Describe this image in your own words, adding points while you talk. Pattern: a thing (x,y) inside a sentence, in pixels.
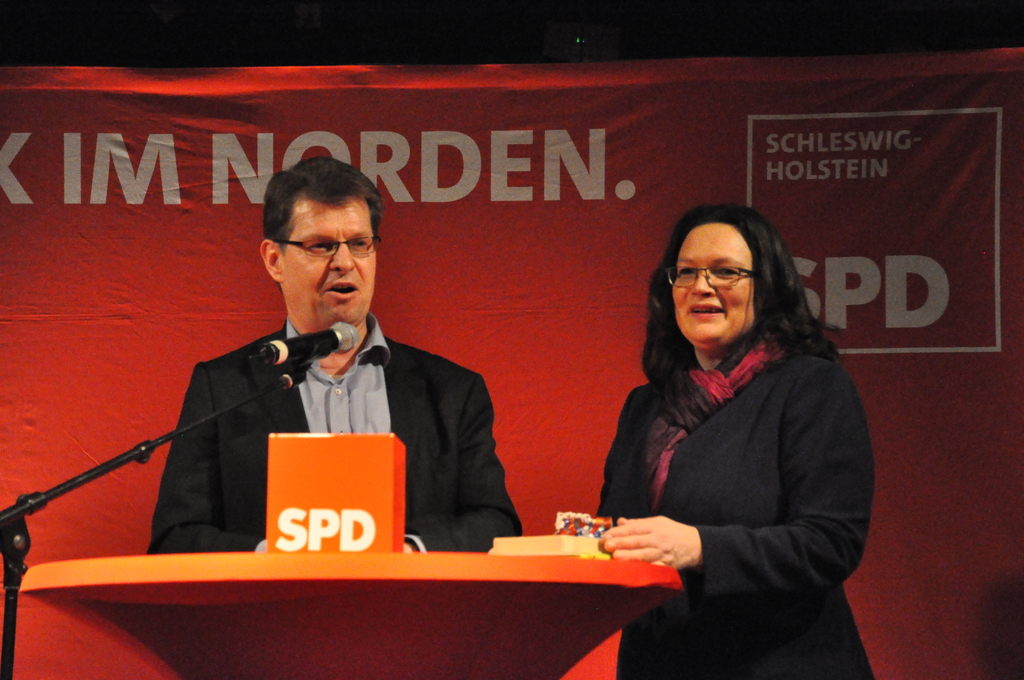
In this image we can see there are two people (488,391) smiling and standing on the stage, in front of them there is a table (303,562). On the table (552,555) there are some objects (400,543) and a mike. In the background (487,171) there is a banner (898,328).
